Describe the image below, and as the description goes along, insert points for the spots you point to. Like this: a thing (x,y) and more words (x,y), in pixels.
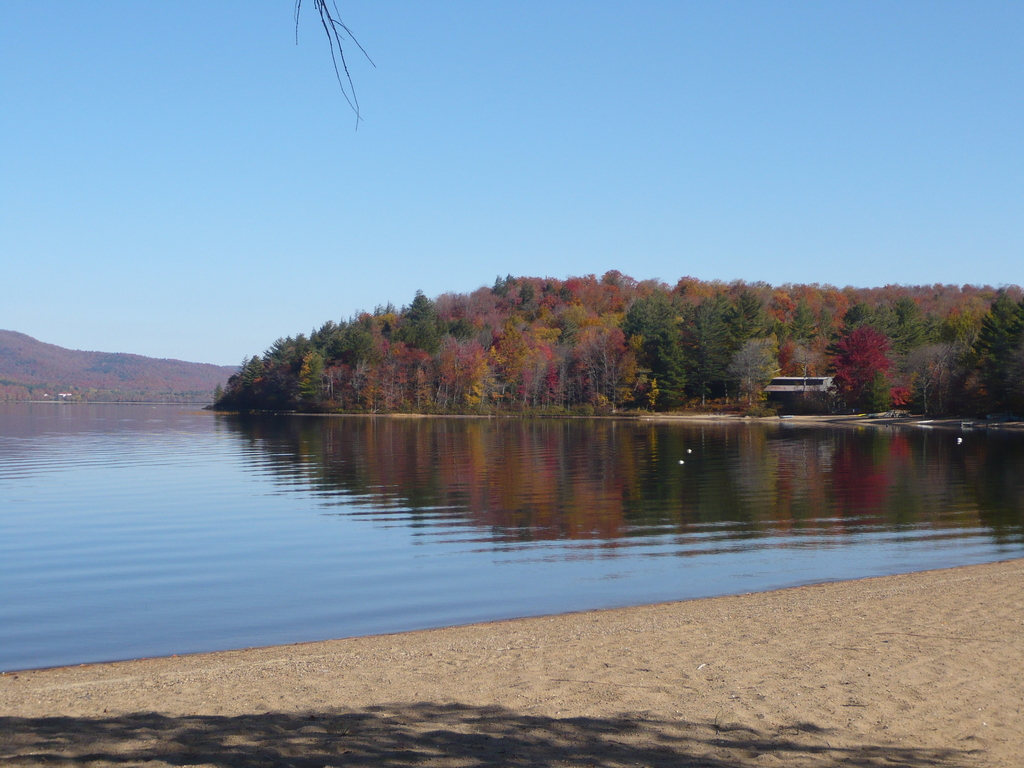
In this image I can see a river (580,587) at the back (111,350) there are so many trees (435,318) and mountain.
